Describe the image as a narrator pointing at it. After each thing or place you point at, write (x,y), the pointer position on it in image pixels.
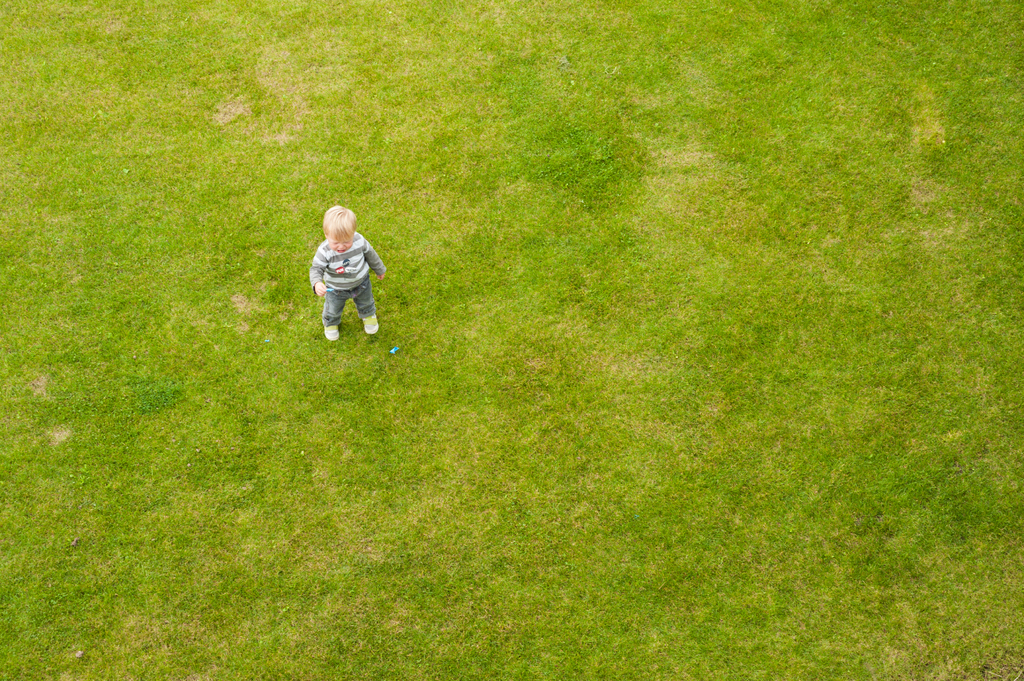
In this image I can see a kid (341,291) standing on the grass (468,354).
